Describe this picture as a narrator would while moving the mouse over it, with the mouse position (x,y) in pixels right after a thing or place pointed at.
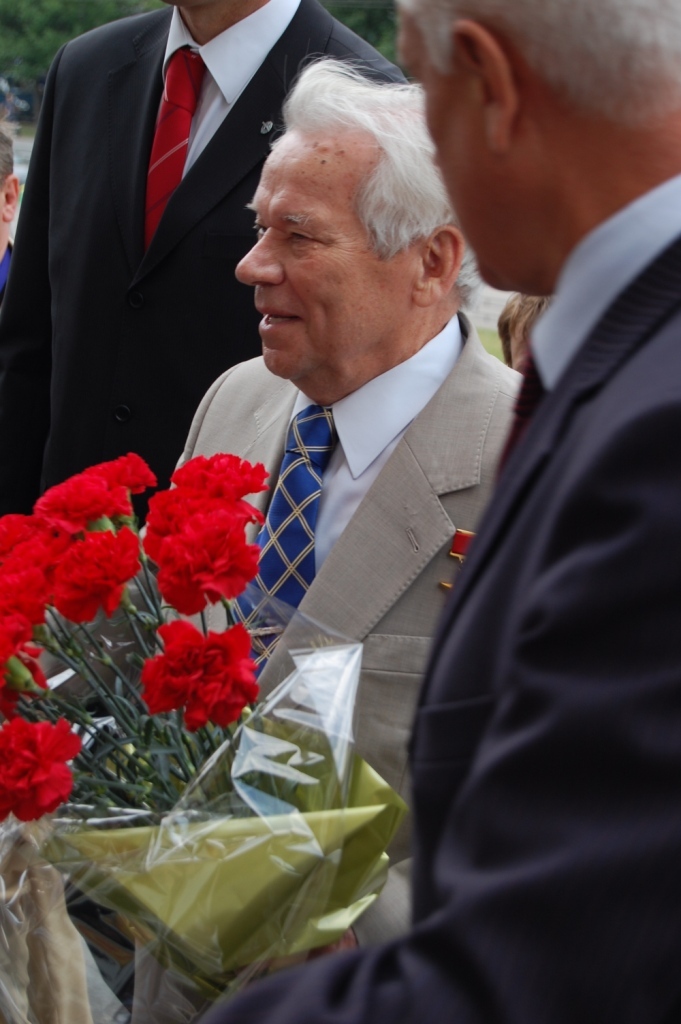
In this image, we can see people (369,378) wearing coats (443,559) and ties (294,594) and one of them is holding a bouquet (225,766). In the background (20,20), there are trees (364,14).
